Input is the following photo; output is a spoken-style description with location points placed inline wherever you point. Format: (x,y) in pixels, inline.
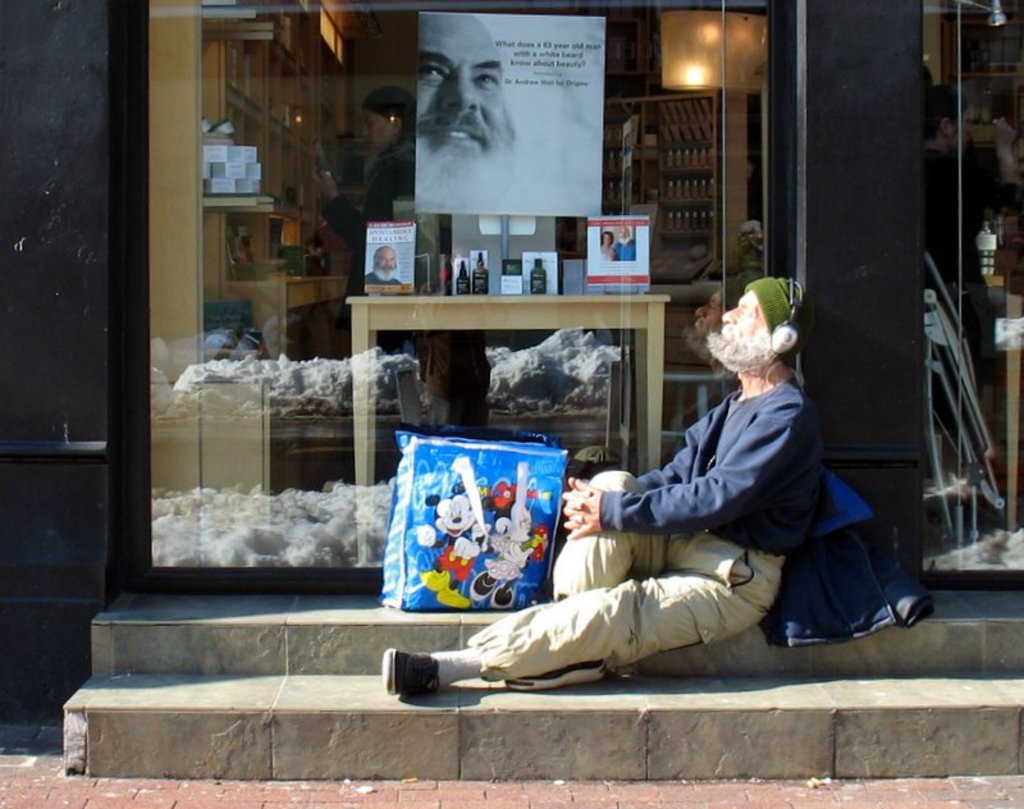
In the image there is an old man (707,463) in navy blue sweatshirt (700,512) and beige pants (626,624) sitting on steps (327,697) in front of a store (353,100) with books (384,278) and bottles (543,278) inside it on a table (544,302) and on racks (668,221).
